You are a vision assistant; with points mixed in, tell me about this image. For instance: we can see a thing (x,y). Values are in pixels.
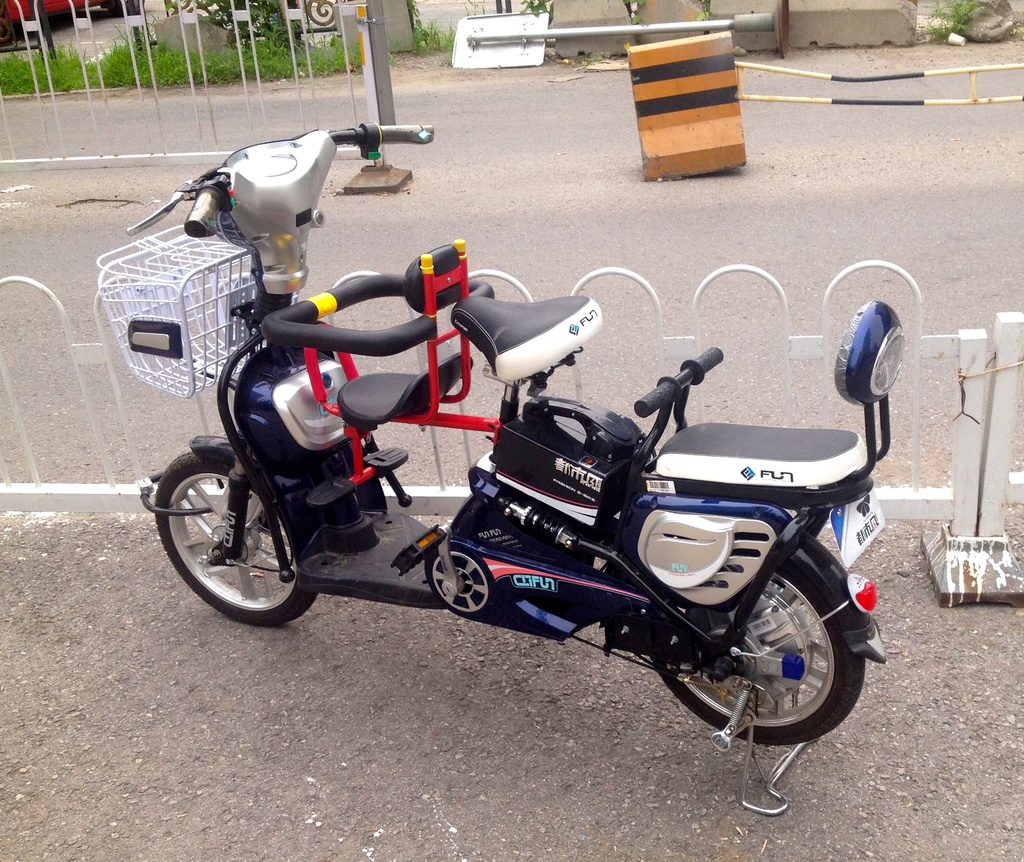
In the image there is a vehicle (609,621) parked on the road (135,563) and behind that there is a fencing (533,299), behind that fencing (519,286) there is an empty road (456,193) and in the background (512,38) there is a board (544,25) fell down on the ground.
